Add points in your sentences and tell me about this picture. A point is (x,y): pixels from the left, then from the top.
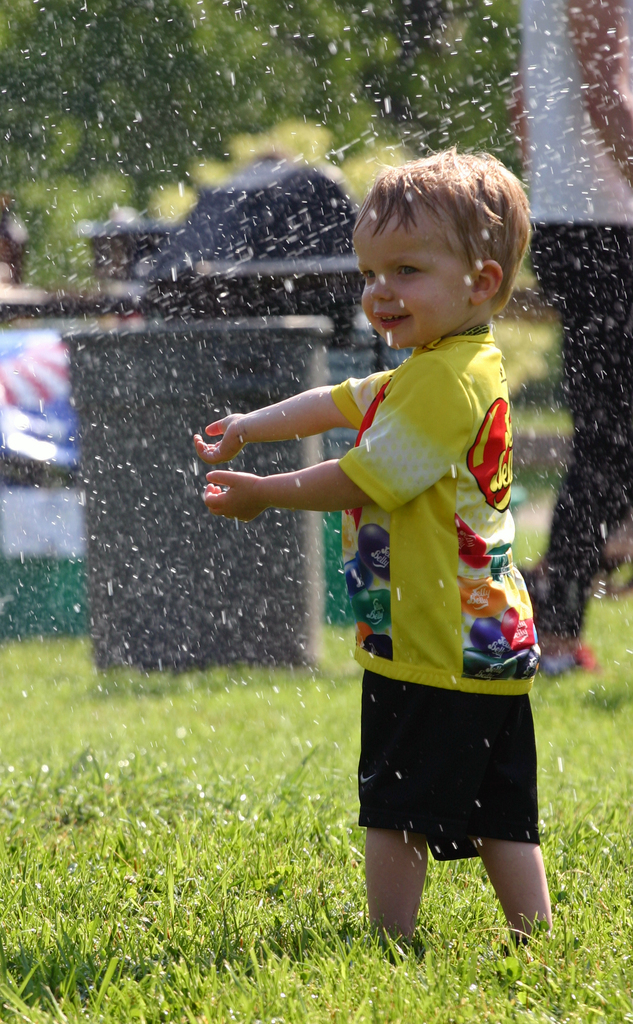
In this image I can see two persons (394,790) on grass (331,834). In the background (239,621) I can see a box (154,534), fence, some objects (66,496), water drops (89,430) and trees (271,23). This image is taken may be in a park (291,740) during a day.
